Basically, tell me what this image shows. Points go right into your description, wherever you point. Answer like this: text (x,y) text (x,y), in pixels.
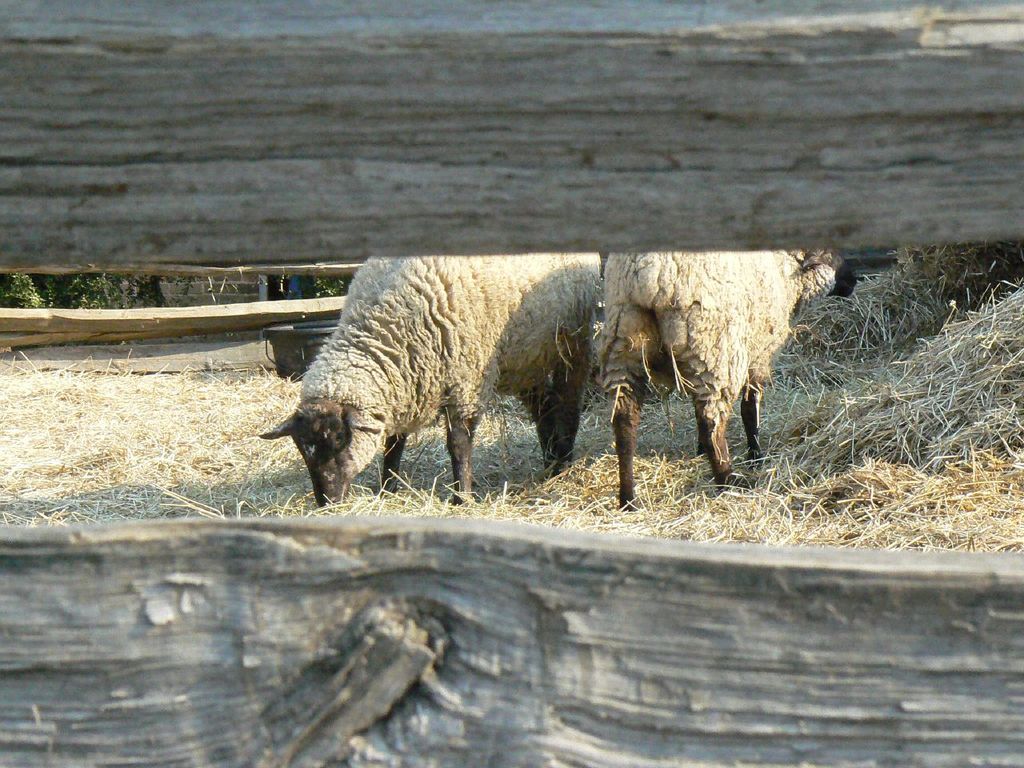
In this image I can see two animals (468,414) which are in cream and black color. I can see the dried grass (693,461), tub (293,370) and many trees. I can also see the wooden fence (32,677).
